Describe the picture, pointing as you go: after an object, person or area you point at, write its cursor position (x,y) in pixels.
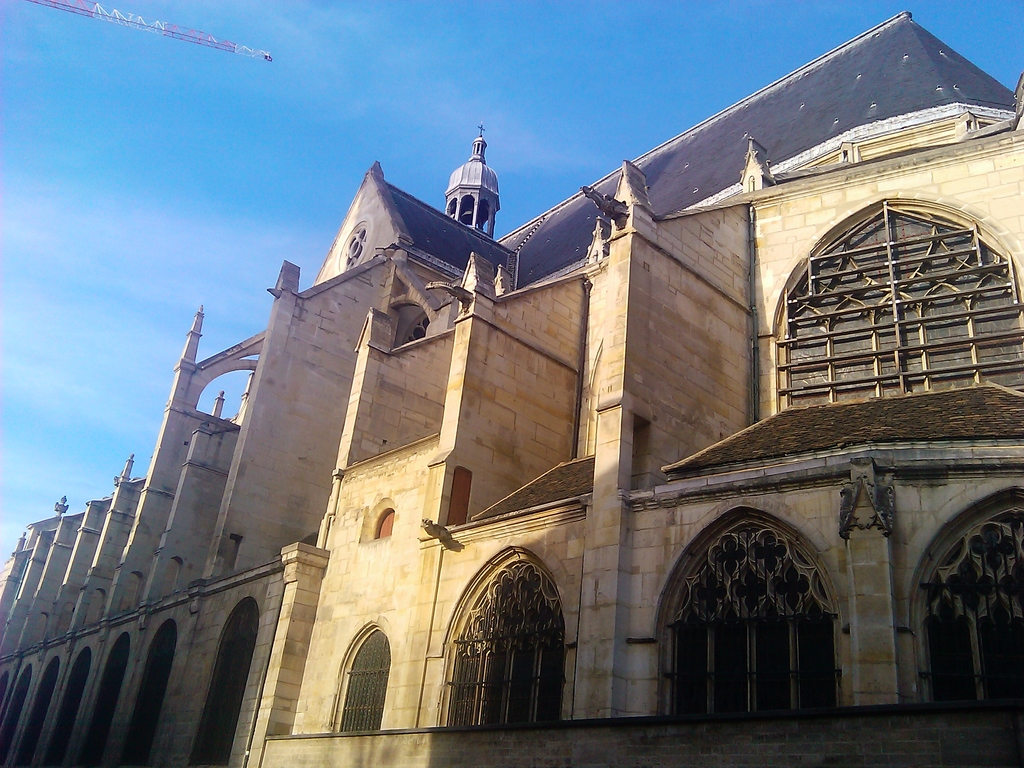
In this image we can see a building (292,450) with windows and in the background (278,64), we can see the sky (218,72).
